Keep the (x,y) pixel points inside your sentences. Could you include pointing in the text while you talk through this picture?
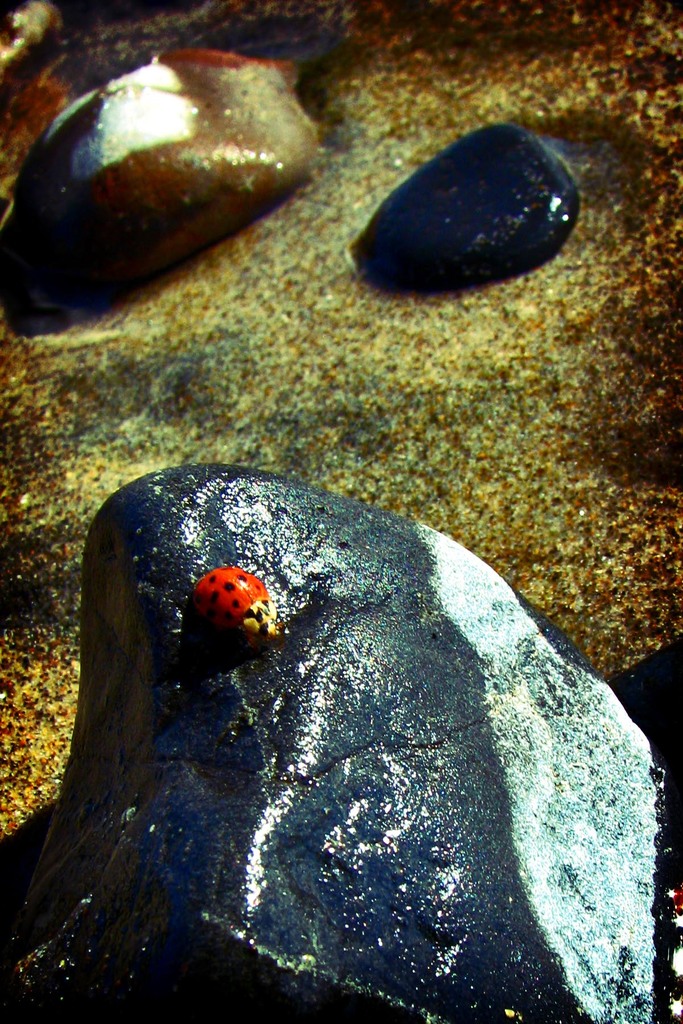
In this image we can see one insect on the rock (337,698) and three rocks (138,165) on the ground (365,12).
